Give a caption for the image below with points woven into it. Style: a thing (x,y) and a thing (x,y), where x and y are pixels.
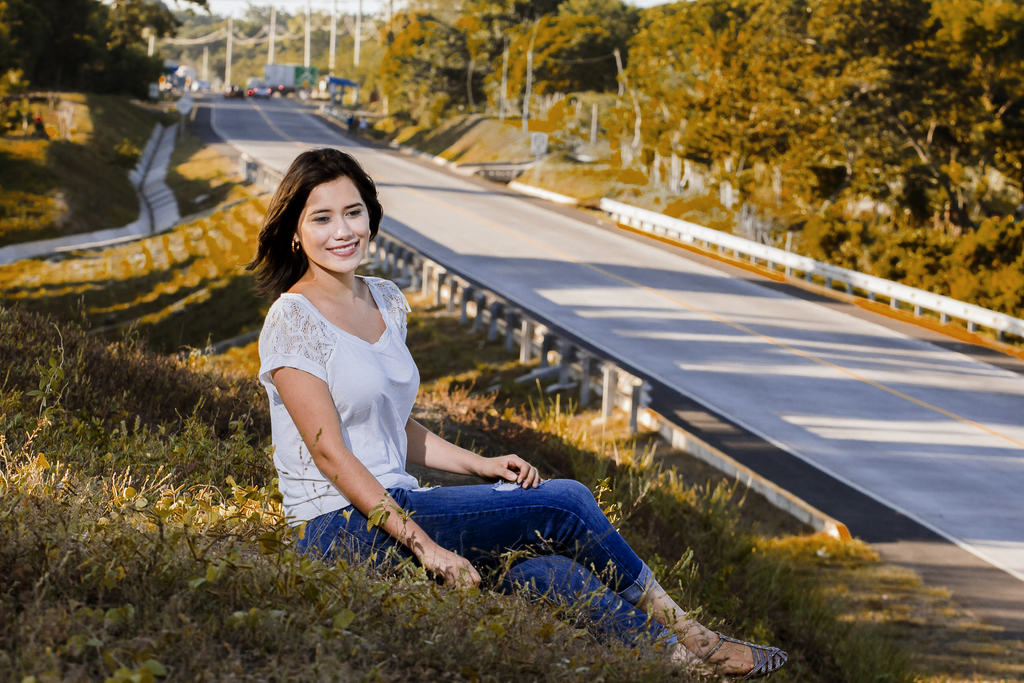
In this picture there is a woman (384,379) with white top (407,374) is sitting. At the back (1018,304) there are vehicles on the road (272,102) and there are trees (54,19) and poles (308,21). At the top (231,13) there is sky (234,13). At the bottom (891,511) there is a road (735,433) and there are railings (1022,319) and there is grass (124,571).
